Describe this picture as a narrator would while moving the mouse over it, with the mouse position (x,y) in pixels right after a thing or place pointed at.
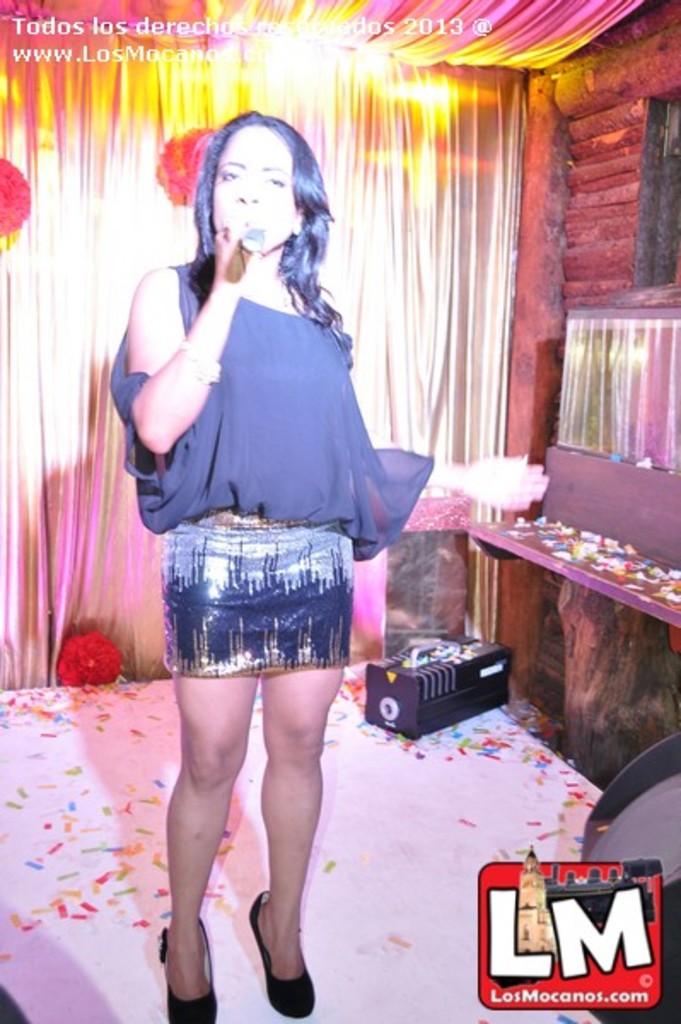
In this picture we can see the woman (203,559), standing in the front (268,524) and singing. Behind we can see white curtains (372,185) and some red decorative balls (179,181). In the front (496,971) bottom side we can see a watermark (517,920).
